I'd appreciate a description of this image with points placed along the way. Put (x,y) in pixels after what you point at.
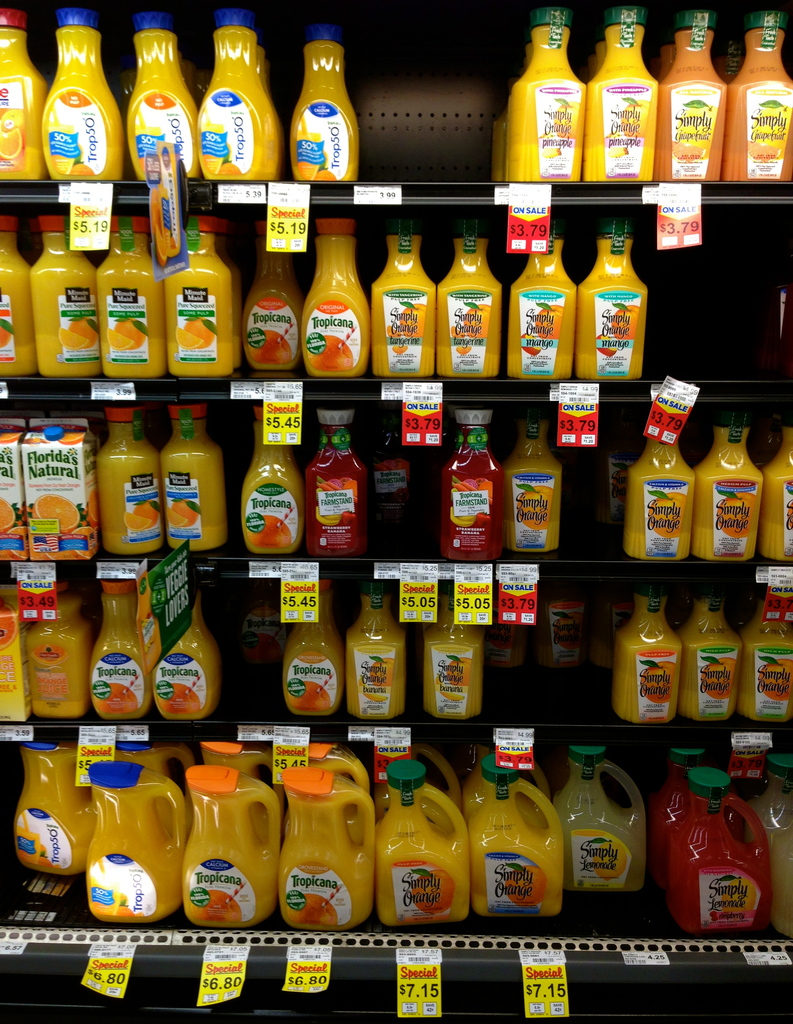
In this image I can see a rack (253,955) in which few bottles (411,847) are arranged in an order.
